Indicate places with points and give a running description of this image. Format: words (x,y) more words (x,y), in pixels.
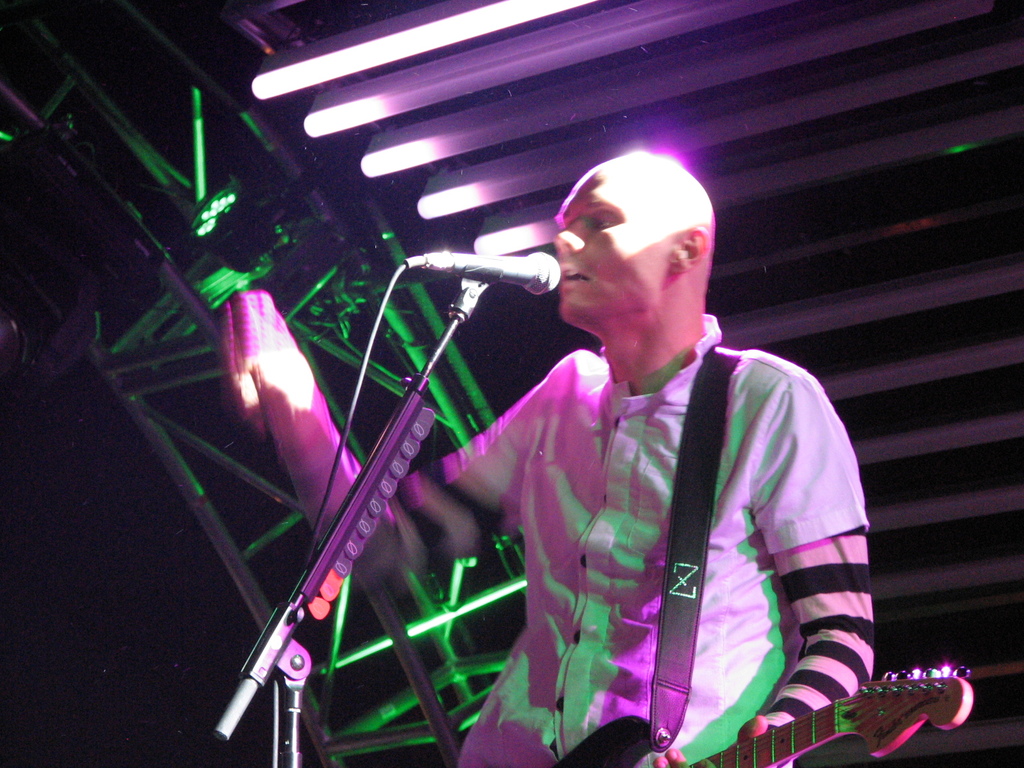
In this image i can see a person (512,448) standing and holding a guitar (884,750) in his hands (662,767). I can see a microphone (540,276) in front of him. In the background (286,226) i can see lights (461,72) and metal rods (189,378).
